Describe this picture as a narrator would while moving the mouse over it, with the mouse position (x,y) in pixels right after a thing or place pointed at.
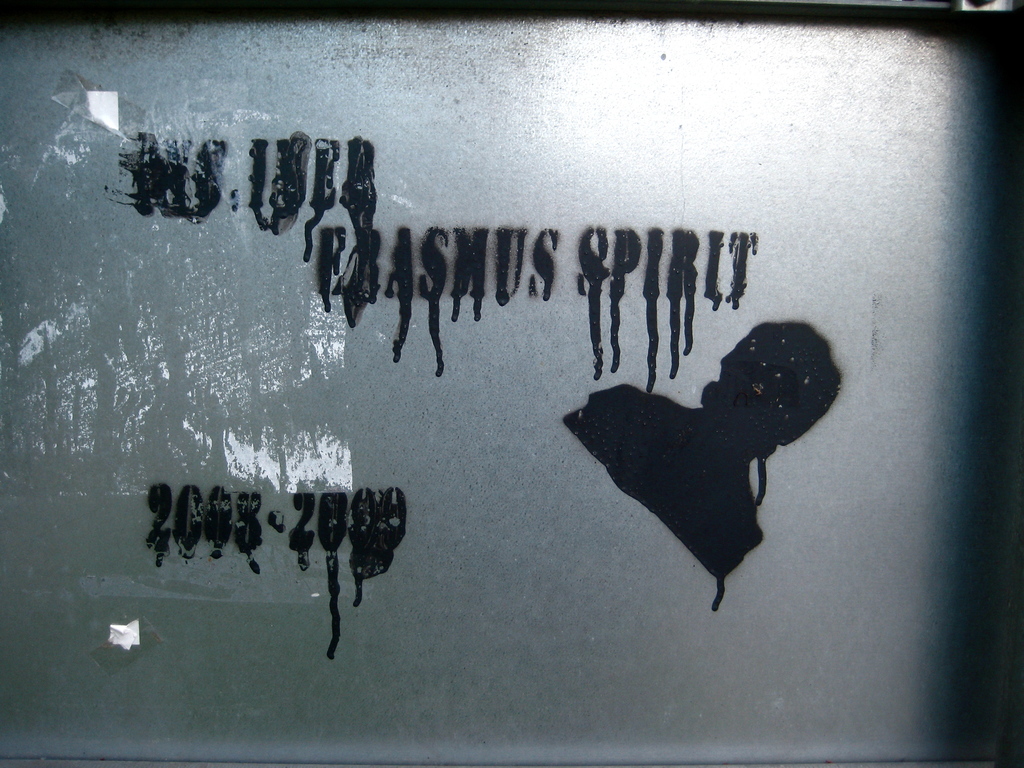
In this image we can see some text (355,517) and depiction of a person (650,479) on the surface (409,132).
